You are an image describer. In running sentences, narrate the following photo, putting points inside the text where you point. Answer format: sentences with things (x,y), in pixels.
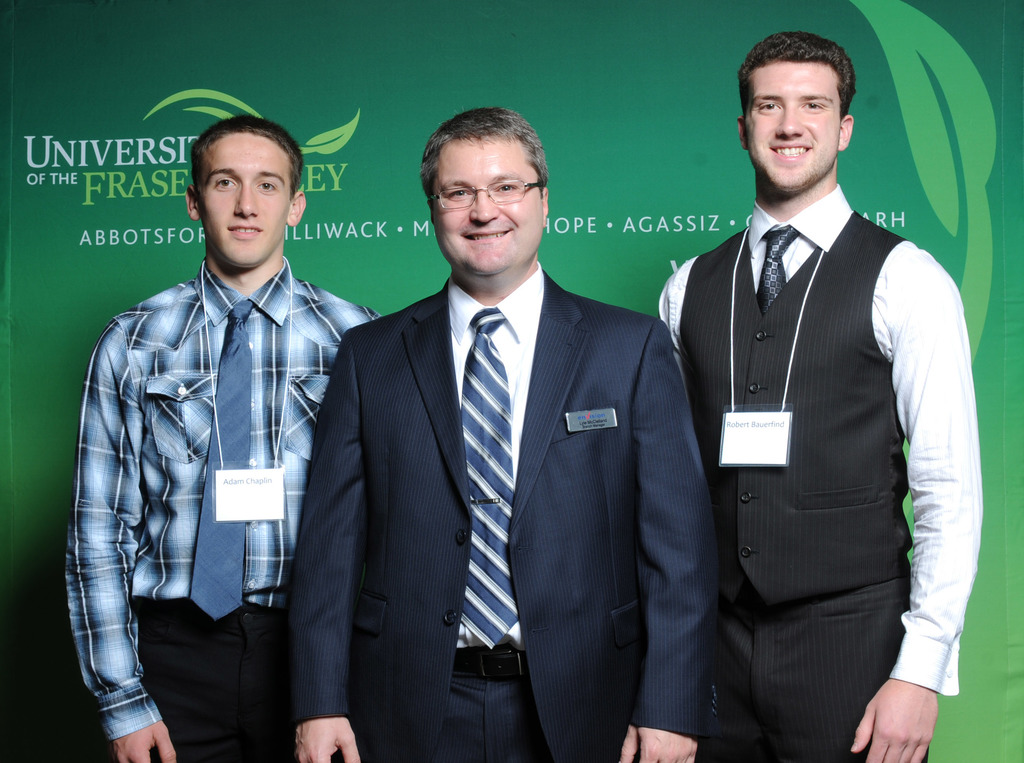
In this picture we can see three men (339,405) are standing and smiling, a man (558,412) in the middle (461,491) wore a suit (440,528), we can also see name boards (755,426), in the background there is some text (65,186).
